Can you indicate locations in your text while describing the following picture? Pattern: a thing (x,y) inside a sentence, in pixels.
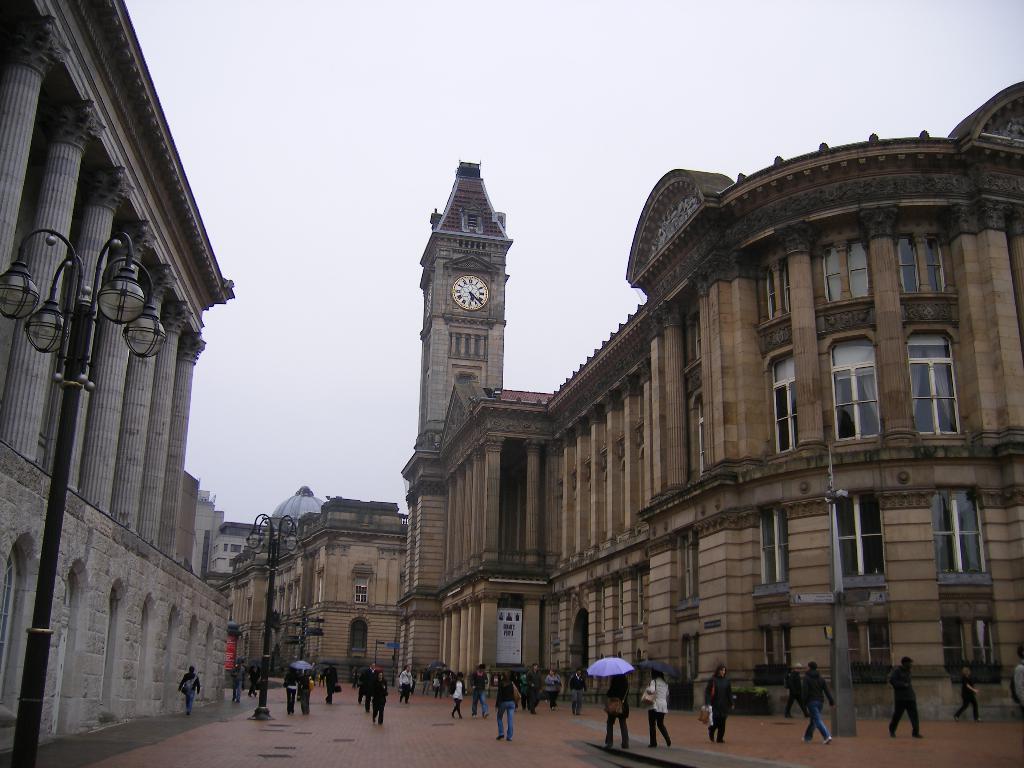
In this image we can see buildings (431,555), light poles (67,283), clock tower (431,330), pillars (37,298), people (332,670), cloudy sky (379,44) and board (510,635). Among them two people (291,692) are holding umbrellas (613,669).
